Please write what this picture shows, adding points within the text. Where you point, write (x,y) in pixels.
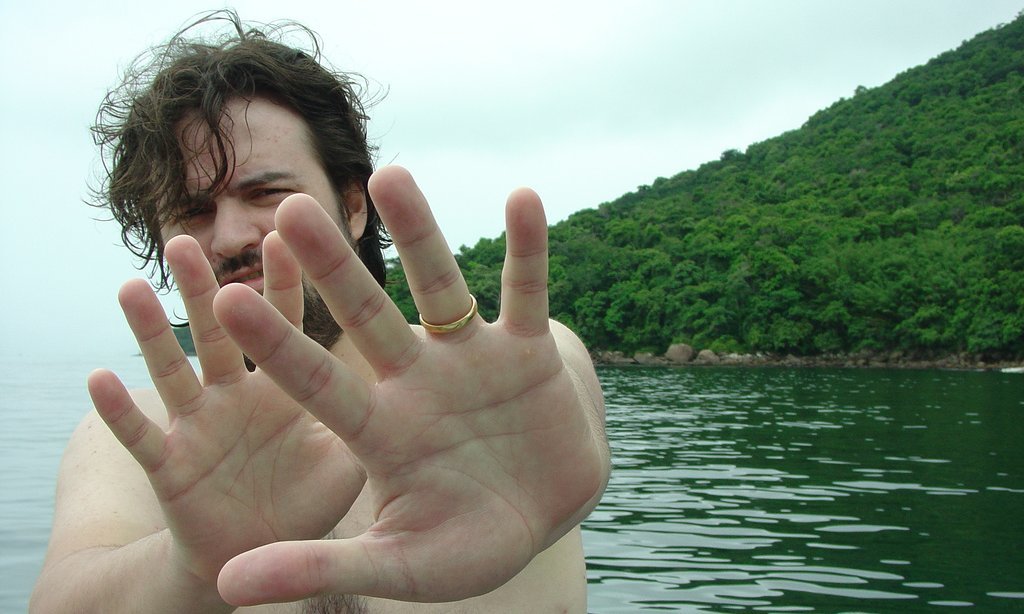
In this image there is the sky (623,95) towards the top of the image (592,93), there are trees (908,193) towards the right of the image (930,177), there is water (774,477), there is a man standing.
